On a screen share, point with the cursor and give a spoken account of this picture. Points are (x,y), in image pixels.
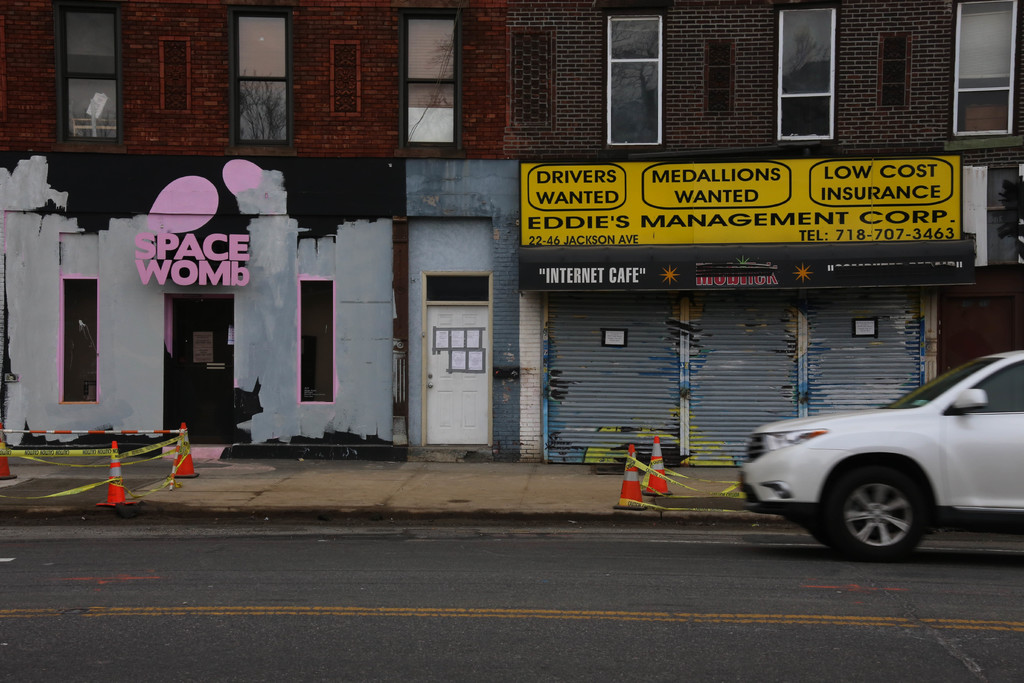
In this image on the right (918,516) there is a car (932,504) moving on the road (368,649). In the background (141,472) there are stands (655,477) which are red and white in colour. In the background (429,217) there is a building (475,266) and on the building (270,231) there are boards (670,224) with some text (654,221) written on it and there are windows (958,129) and in the front (394,644) there is a road (415,642).
